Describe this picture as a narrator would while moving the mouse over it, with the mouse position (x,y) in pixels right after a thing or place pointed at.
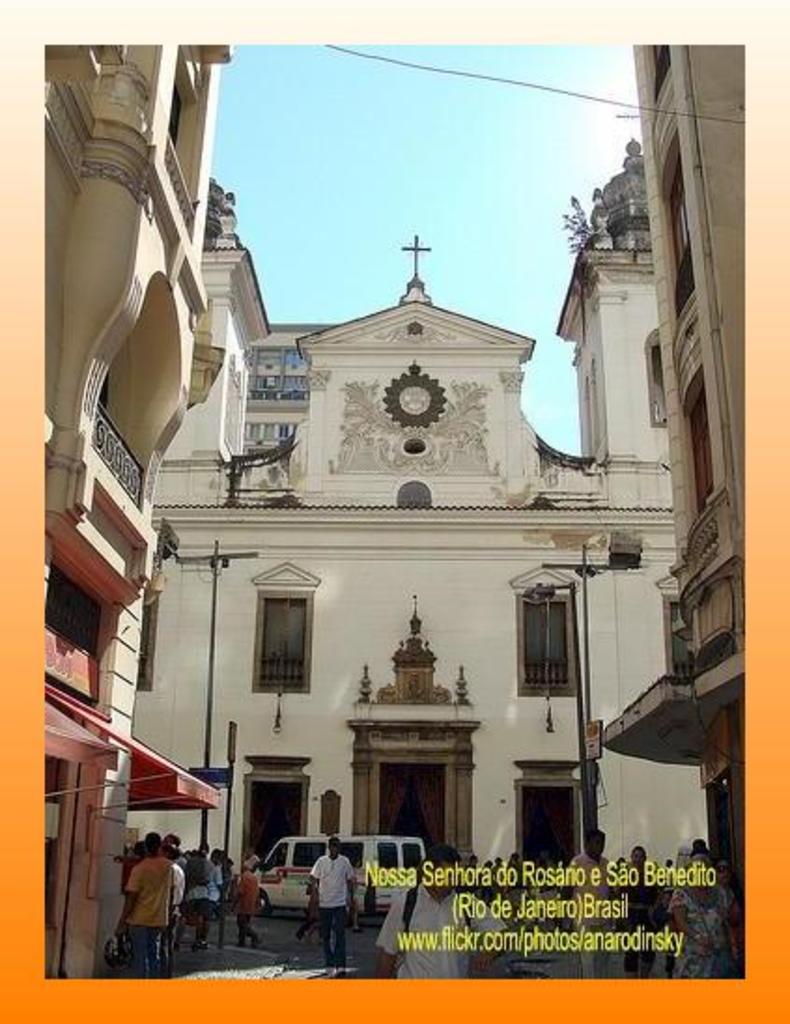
In this image we can see a church (598,713). There are few buildings (124,311) in the image. There is a cable (547,89) in the image. There are few poles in the image. There is a vehicle (421,851) in the image. There are many people (427,912) in the image. We can see the sky (530,105) in the image.
